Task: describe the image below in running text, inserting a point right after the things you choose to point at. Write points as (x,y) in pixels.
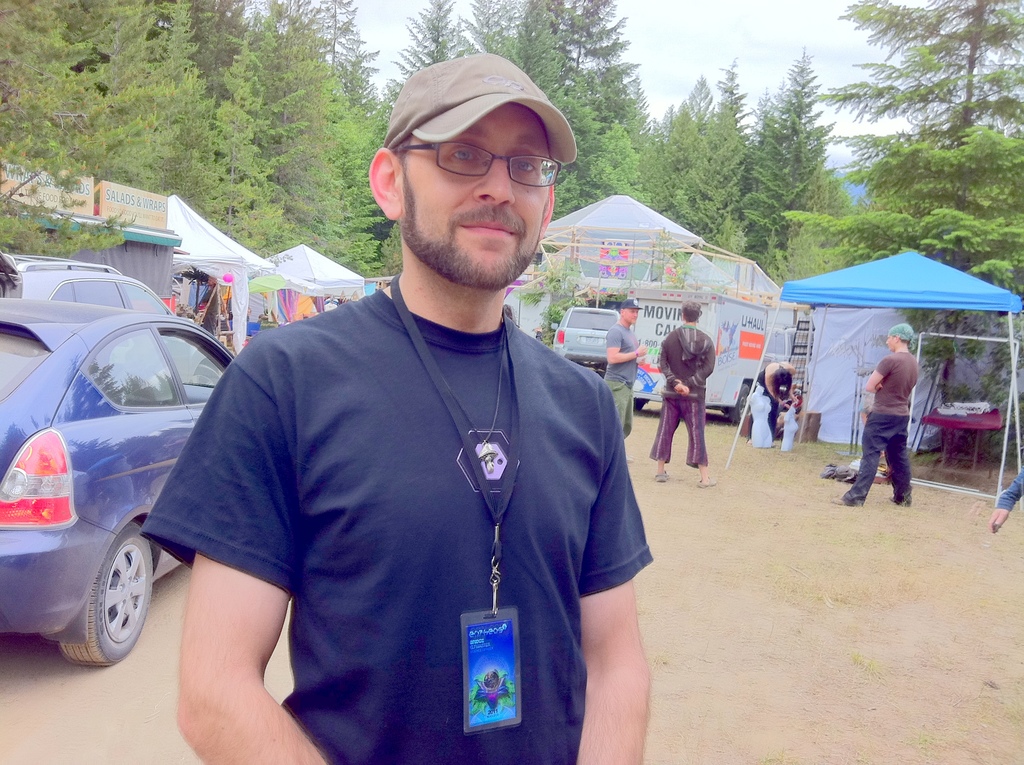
In the center of the image (382,337) a man (460,304) is standing and wearing spectacles (519,156), hat (547,113), id card (468,639). In the background of the image (158,440) we can see cars (160,347), tent (717,271), some persons (626,316), table (943,428), trees (736,247) are there. At the top of the image (791,55) sky (824,68) is there. At the bottom of the image (813,608) ground (732,535) is present.
